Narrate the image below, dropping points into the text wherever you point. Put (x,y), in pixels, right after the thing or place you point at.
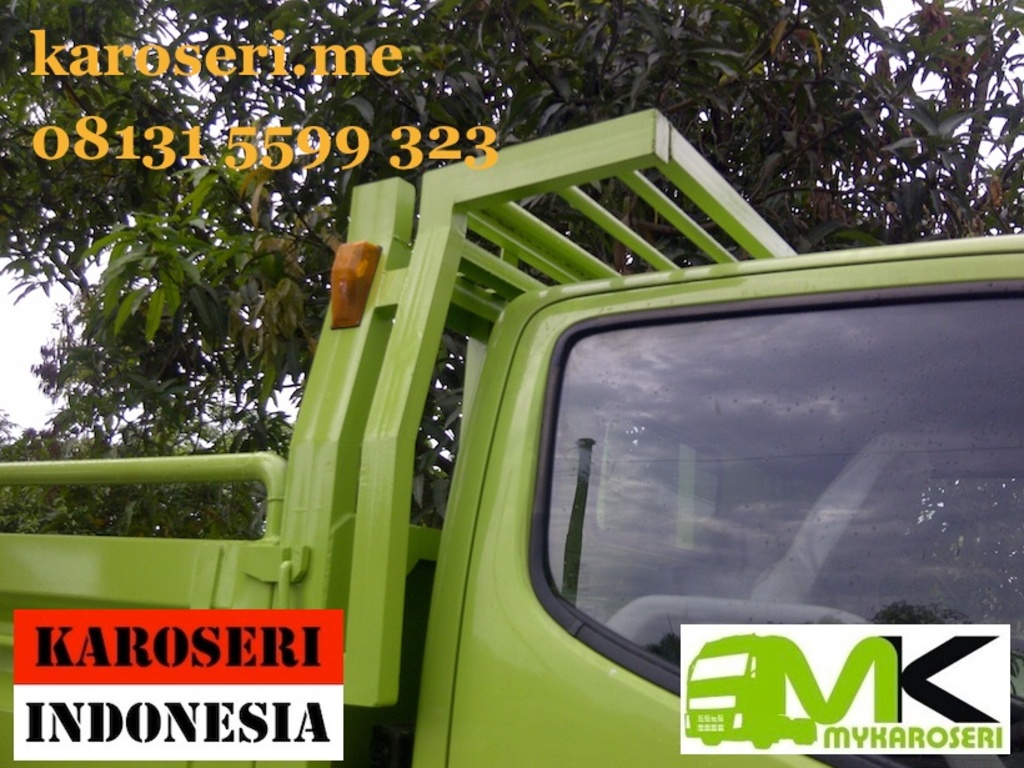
In this picture we can see a vehicle (440,627) in the front (449,655), in the background (591,100) there are some trees (469,43), we can see the sky (55,302) at the top of the picture (905,19), at the right bottom (878,692) there is a logo (839,686), we can see some text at the left bottom (173,688).
